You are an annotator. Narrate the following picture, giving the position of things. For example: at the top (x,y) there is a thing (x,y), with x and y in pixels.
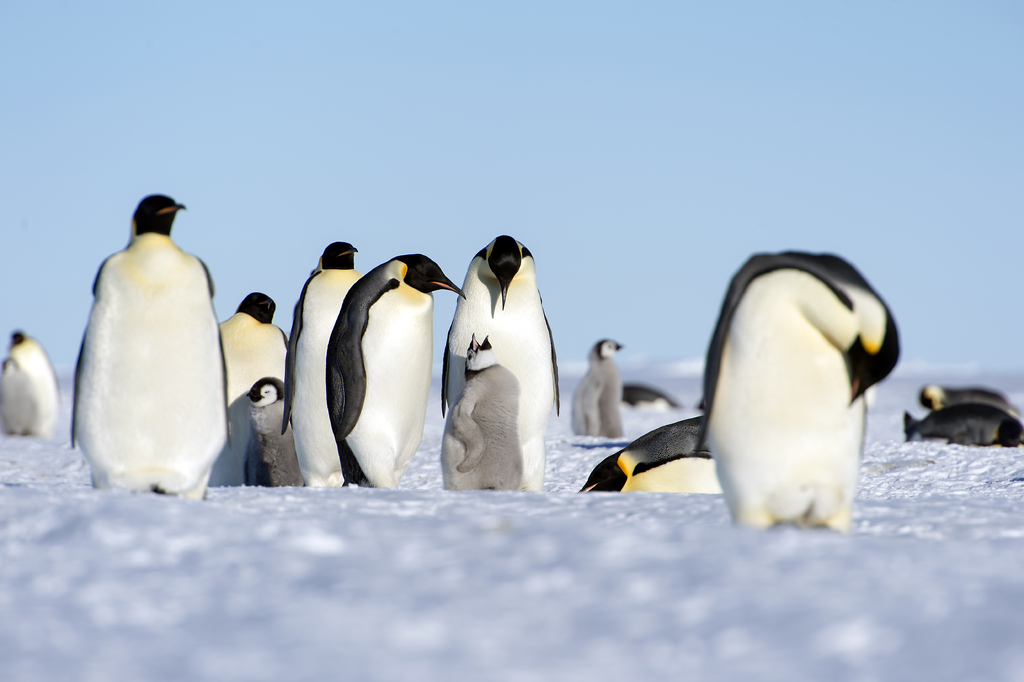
In this image there are penguins (798,423) on an ice land (861,644), in the background (27,176) it is blurred.
